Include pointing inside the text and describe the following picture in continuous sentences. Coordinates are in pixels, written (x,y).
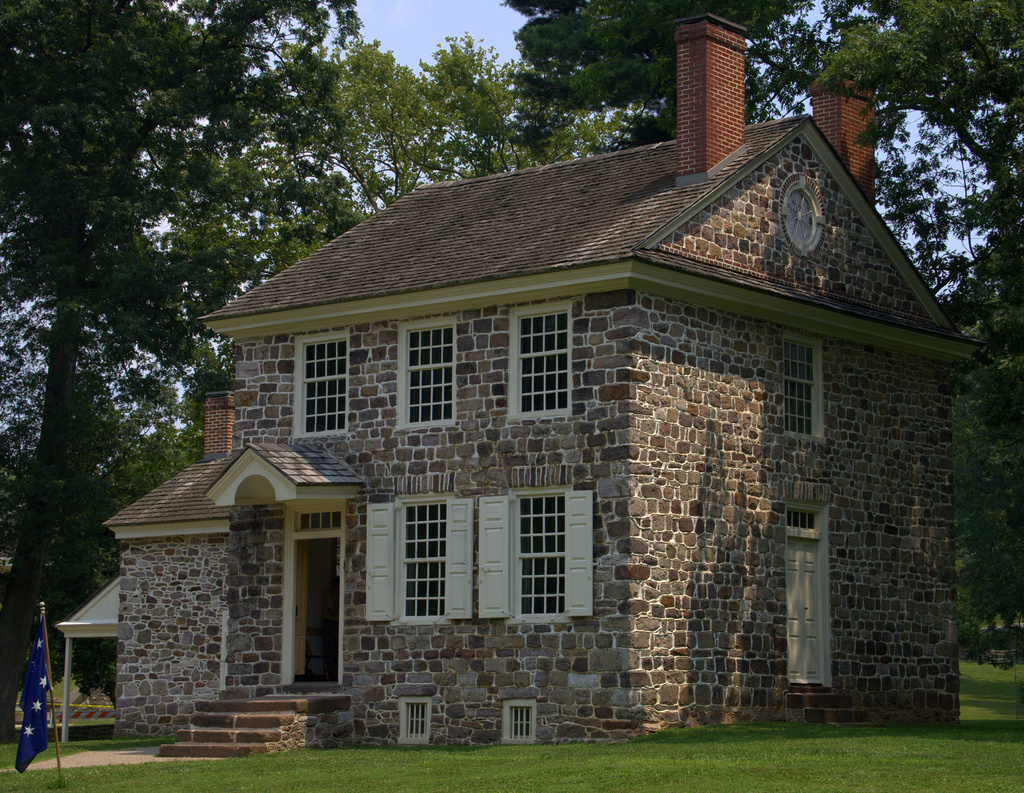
In the center of the picture (346,358) there is a house (514,591), made with stone wall (483,490) and there are windows (424,578) and doors (300,606). In the foreground (283,764) there is grass (603,760). On the left (40,684) there is a flag (32,670). In the background (132,336) there are trees (350,136) and sky (433,29).
